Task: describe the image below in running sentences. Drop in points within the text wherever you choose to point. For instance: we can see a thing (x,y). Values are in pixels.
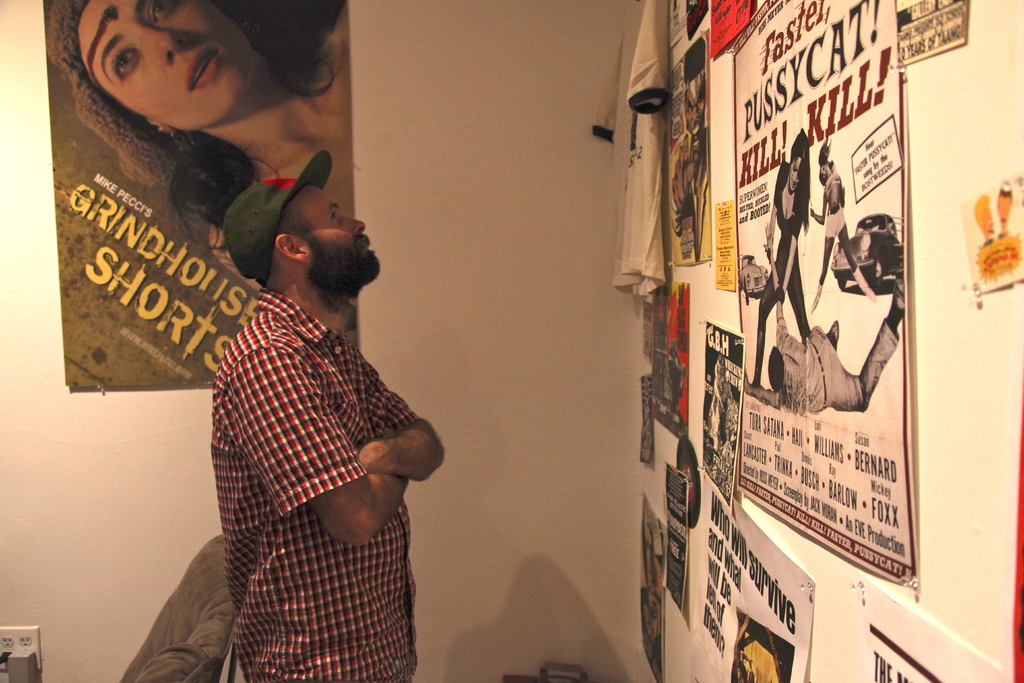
In this picture I can see a man (269,564) standing. I can see a chair (194,613). There are posters (1014,680) and a T-shirt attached to the walls (994,471).
